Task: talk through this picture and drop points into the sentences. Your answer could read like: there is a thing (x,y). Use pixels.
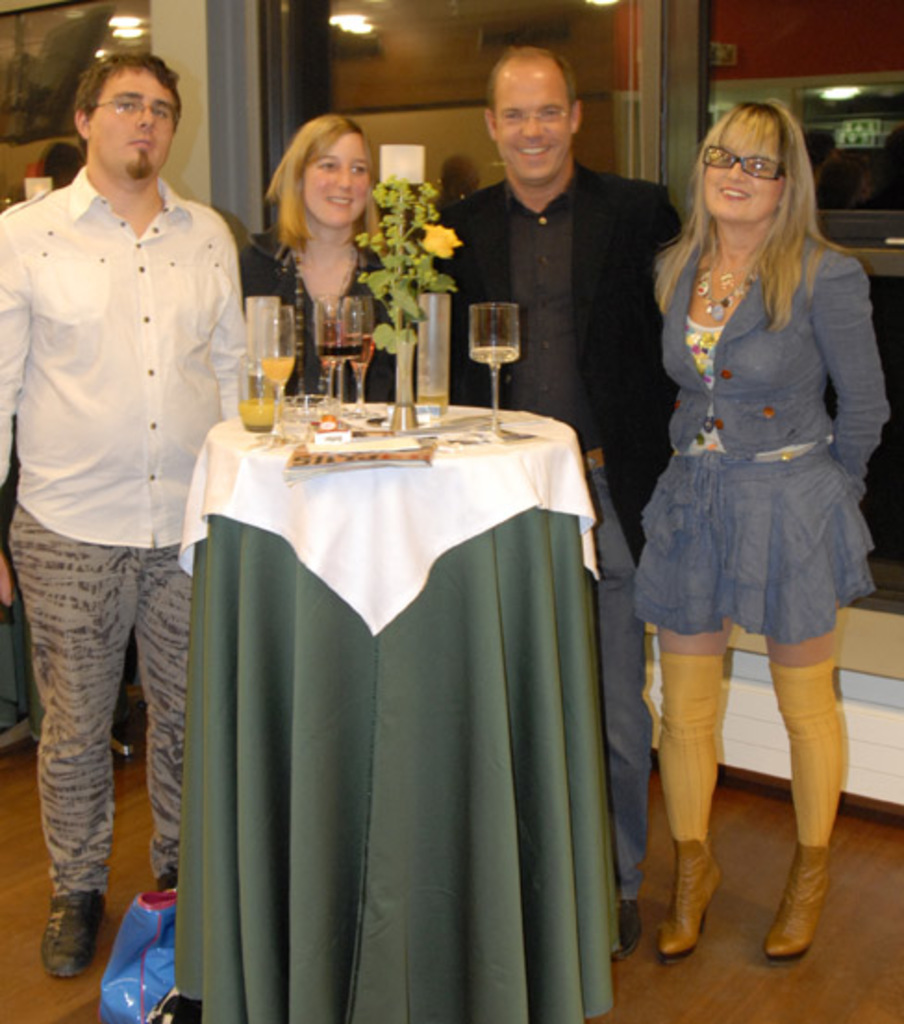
In this picture, we see four people (77,517) standing in front of a table (539,590). Among them, two are men (147,271) and remaining two are women (771,388). The table (453,520) which is covered with white and green cloth (401,551) is placed in front of them on which we see book (316,452), glass (279,396) and flower pot (410,353) and behind them, we see a glass door (401,72).
